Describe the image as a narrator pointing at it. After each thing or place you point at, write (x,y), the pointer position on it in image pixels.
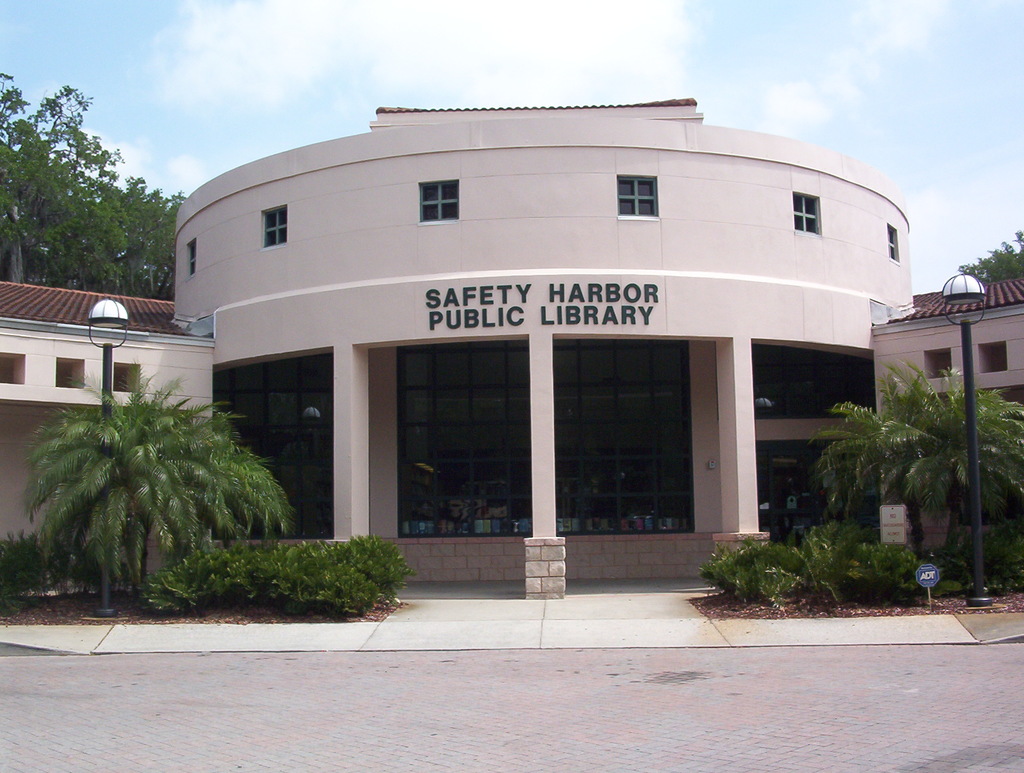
In this image there is a pavement (228,655), in the background (227,562) there are plants (98,558), trees (65,516), light poles (107,393), buildings (424,240) and the sky (649,94).
